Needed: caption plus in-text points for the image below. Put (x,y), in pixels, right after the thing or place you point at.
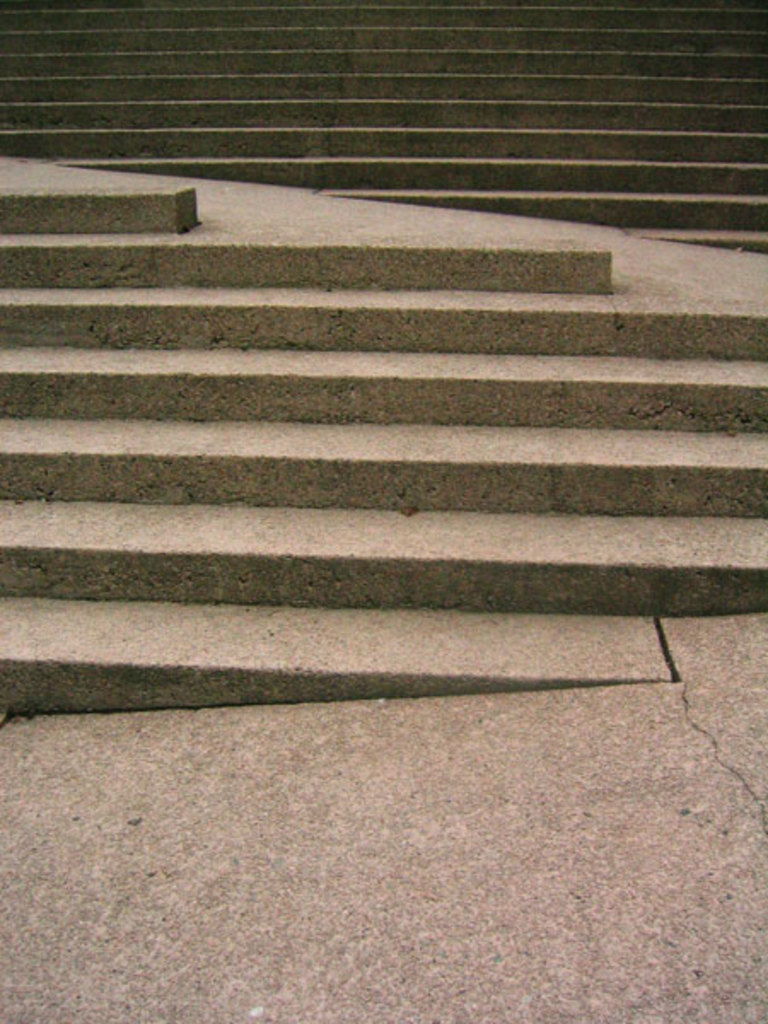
In this image we can see staircase (434,445). At the bottom of the image (426,903) there is stone surface (380,909).
